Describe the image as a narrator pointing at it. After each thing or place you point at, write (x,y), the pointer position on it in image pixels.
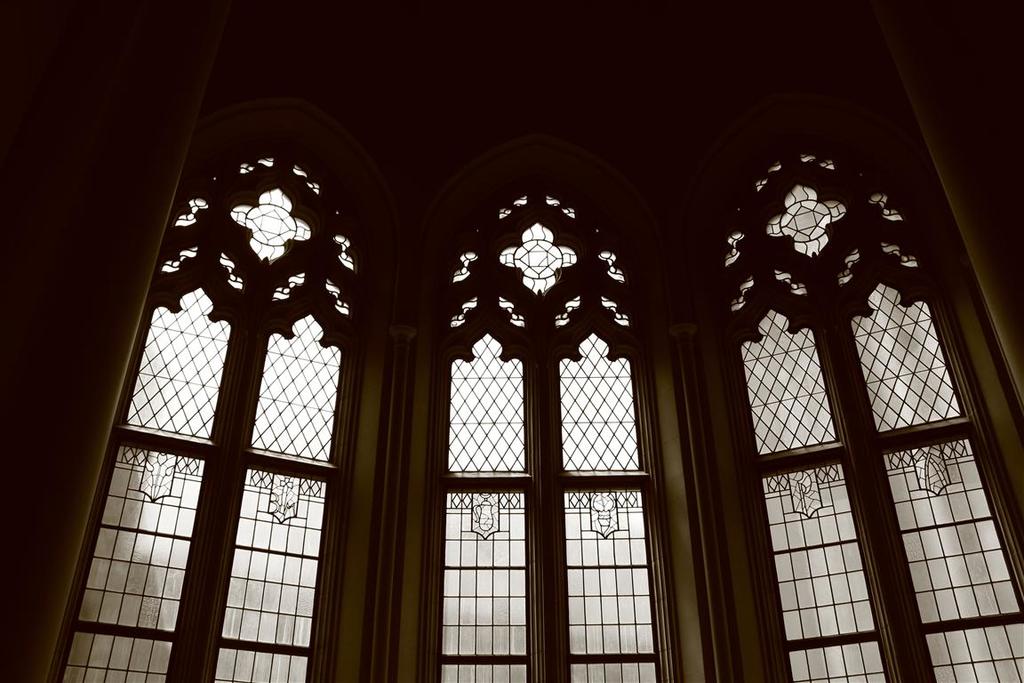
Here in this picture we can see an inside view of designed windows (333,336) present on a building (312,466) over there.
